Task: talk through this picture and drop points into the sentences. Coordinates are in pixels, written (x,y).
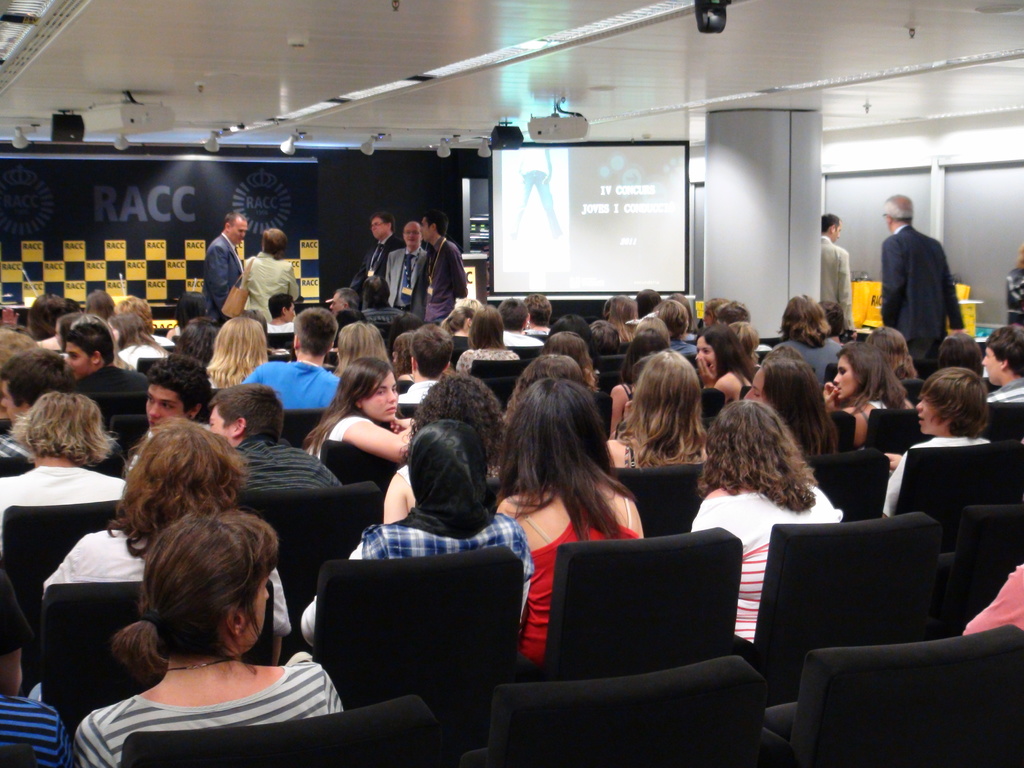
In this image there are group of persons (520,431) sitting, there are chairs (489,567), there are persons (383,250) standing, the persons (399,278) are wearing an identity card (408,277), there is a woman (280,270) wearing a bag (236,296), there is a screen (582,217), there is a pillar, there is a board (167,205), there is text (160,221) on the board (169,212), there is roof (413,43) towards the top of the image (577,61), there are objects (705,25) on the roof (432,79), there are lights (117,135).
